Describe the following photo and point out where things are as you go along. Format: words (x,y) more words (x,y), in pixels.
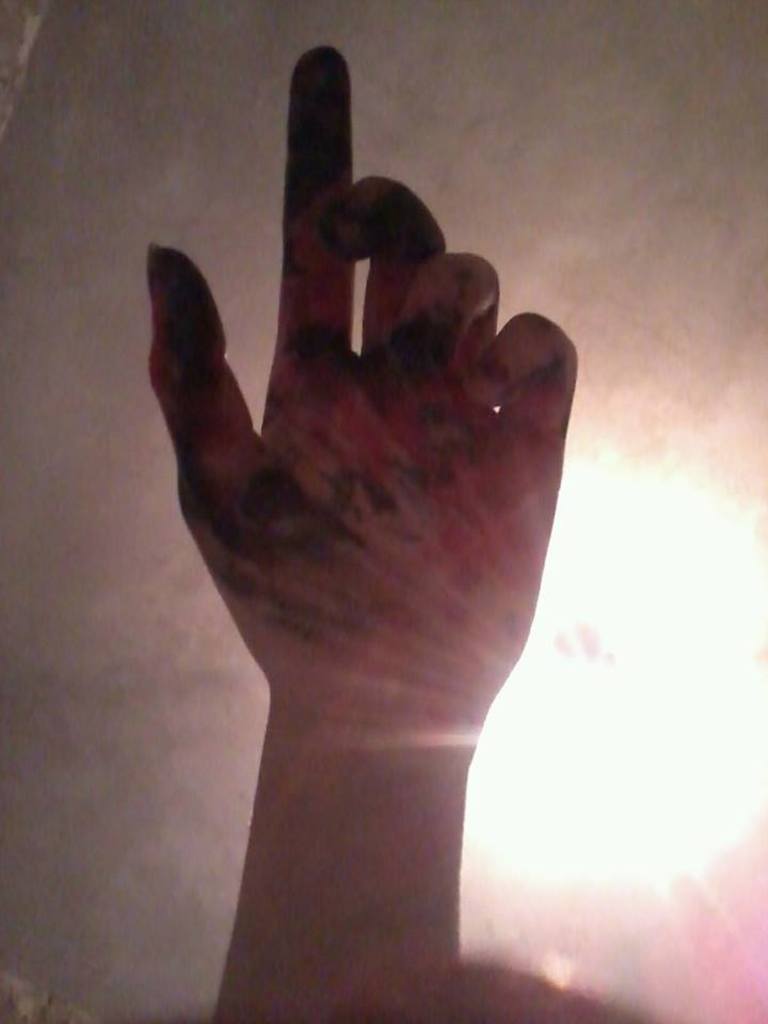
In the center of the image (284,485) we can see one human hand (427,752). In the background (702,687), we can see the light (714,505) and a few other objects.
